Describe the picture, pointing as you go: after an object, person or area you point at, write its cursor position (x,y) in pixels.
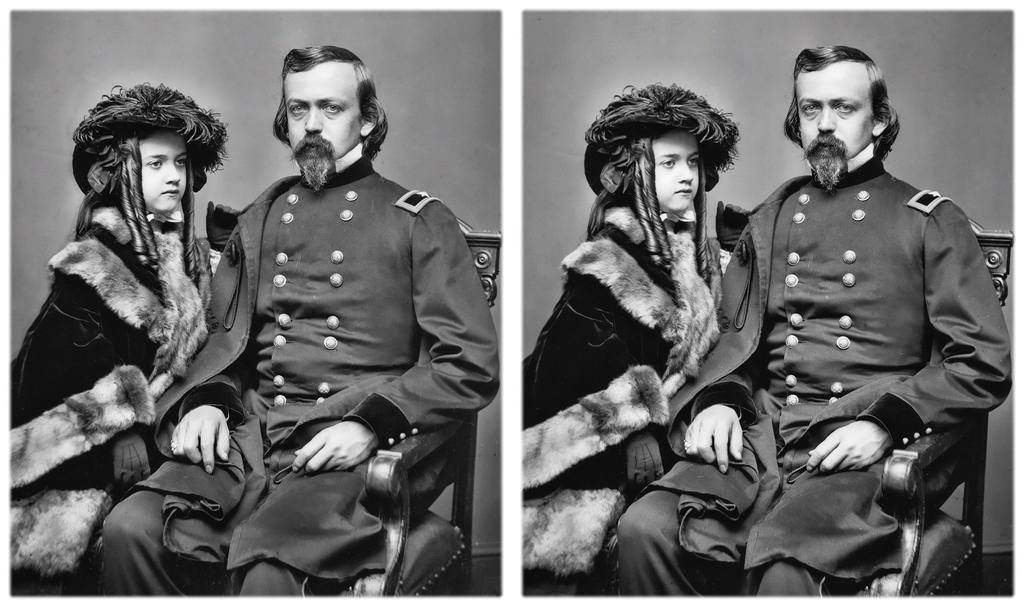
I see this is a collage image and I see that this is a black and white picture and I see a man (258,201) who is sitting on a chair (958,445) and I see a child (524,589) standing near to him.
